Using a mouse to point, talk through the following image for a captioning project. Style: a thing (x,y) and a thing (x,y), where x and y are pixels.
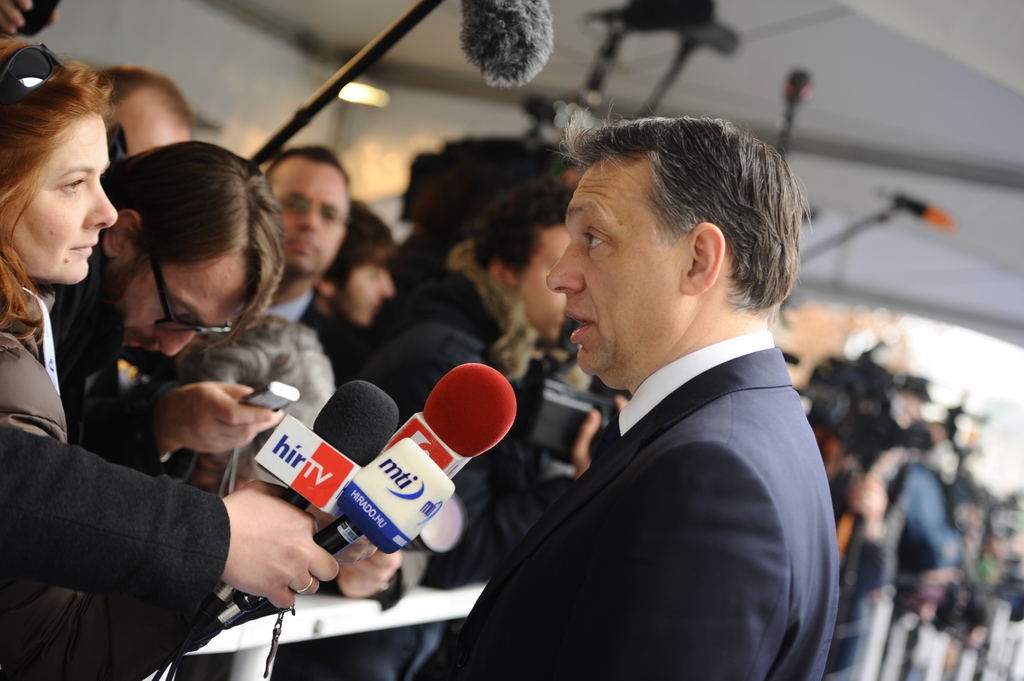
This picture shows a man (637,312) speaking and few people (538,252) standing and holding microphones (364,432) and we see few (857,460) are holding cameras (868,422) in their hand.
